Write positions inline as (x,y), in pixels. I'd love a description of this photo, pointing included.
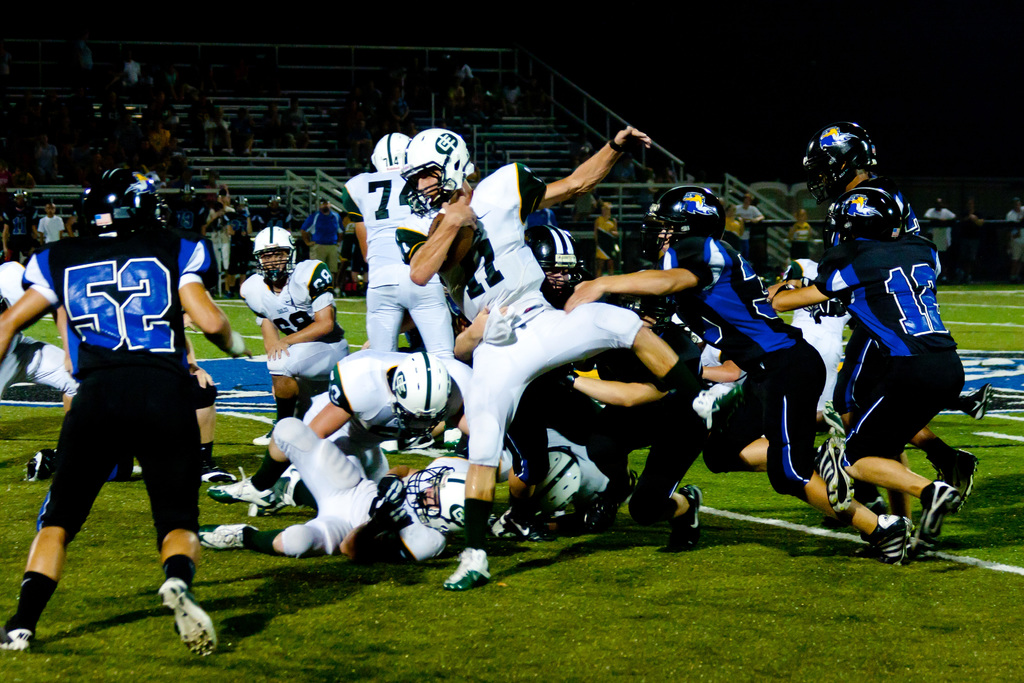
In this image it looks like it is a football match in which there are players (491,289) who are fighting with each other for the ball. In the background (217,137) there are few people (301,139) sitting in the stand (323,151) and watching the game.
